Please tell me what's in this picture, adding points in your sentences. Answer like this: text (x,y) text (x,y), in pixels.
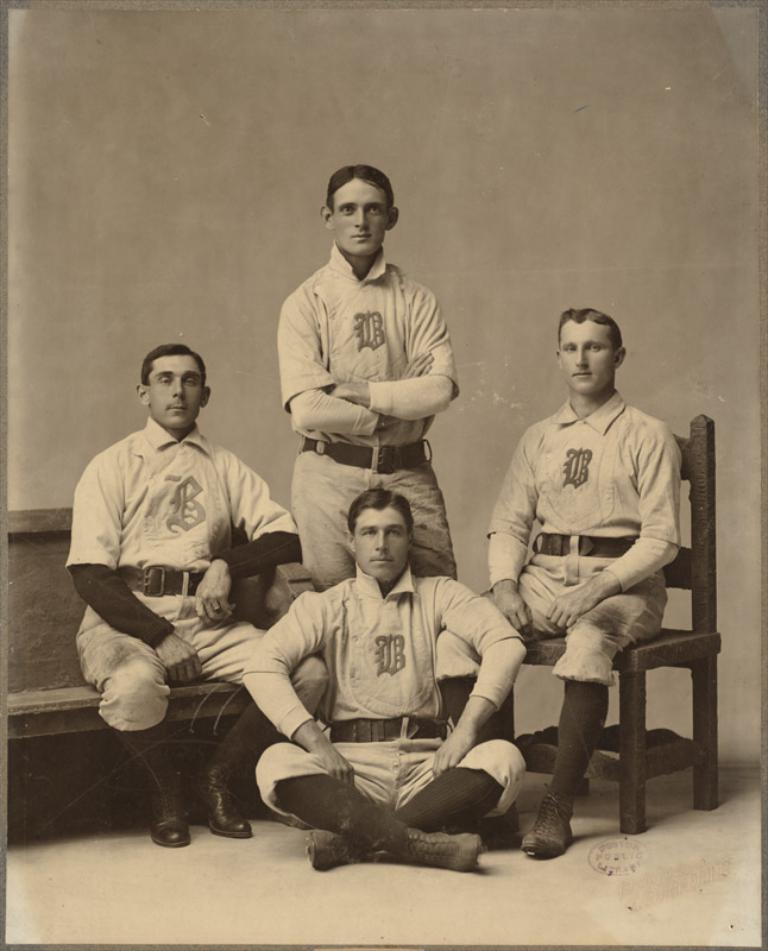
This image consists of four persons (509,610). They are wearing the white dresses (379,604). At the bottom (340,897), there is a floor (476,884). And we can see a chair (711,621) and a bench (51,710). In the background (146,422), there is a wall (162,214).
